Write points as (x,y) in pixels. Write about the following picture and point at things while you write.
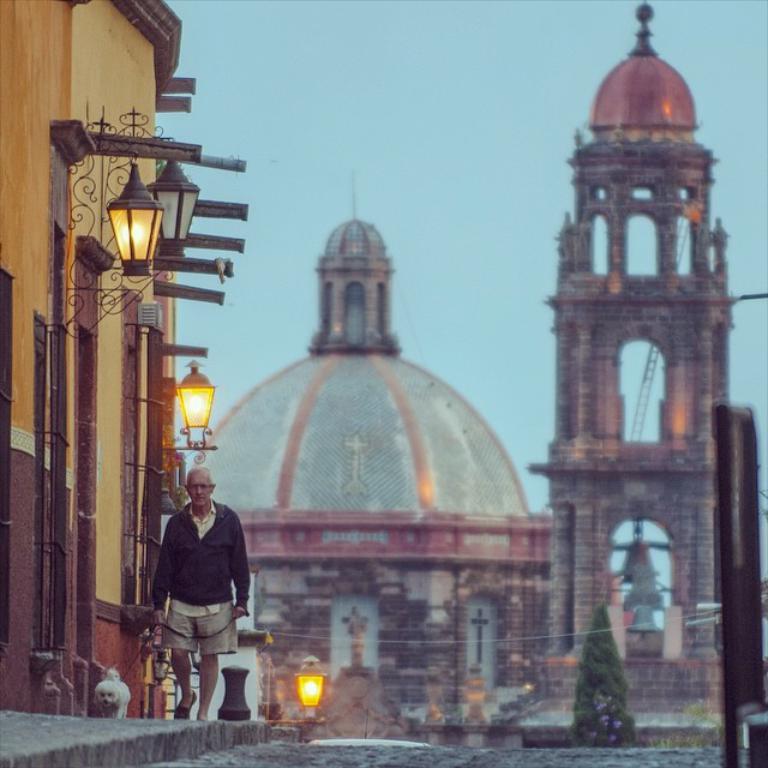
In this image in the center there is one man (208,626) who is walking on a footpath (192,726). At the bottom (384,757) there is a road (483,757) and on the left side (112,299) there is a building (104,292) and three lights (127,264), in the background (491,668) there are some buildings (549,670) and trees (613,724).
